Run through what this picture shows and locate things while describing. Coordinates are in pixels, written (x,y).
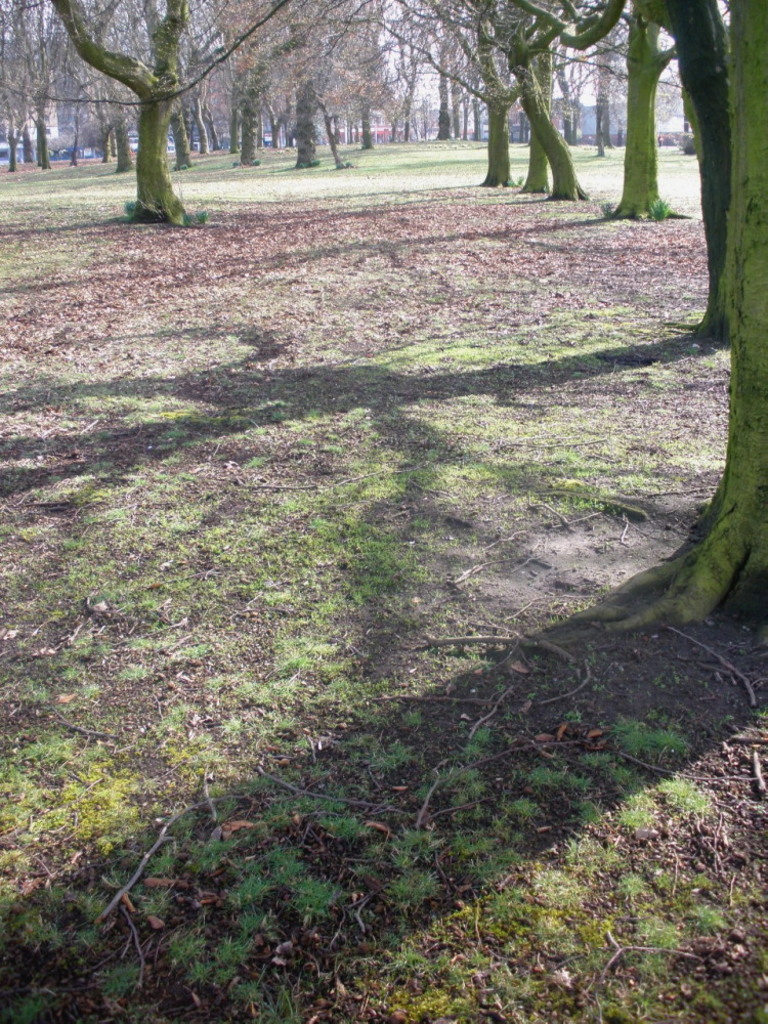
In this image I can see the ground (489,622), some grass (355,693) on the ground (311,409) and few trees (765,195). In the background (48,126) I can see the sky (418,70) and few other objects (416,138).
